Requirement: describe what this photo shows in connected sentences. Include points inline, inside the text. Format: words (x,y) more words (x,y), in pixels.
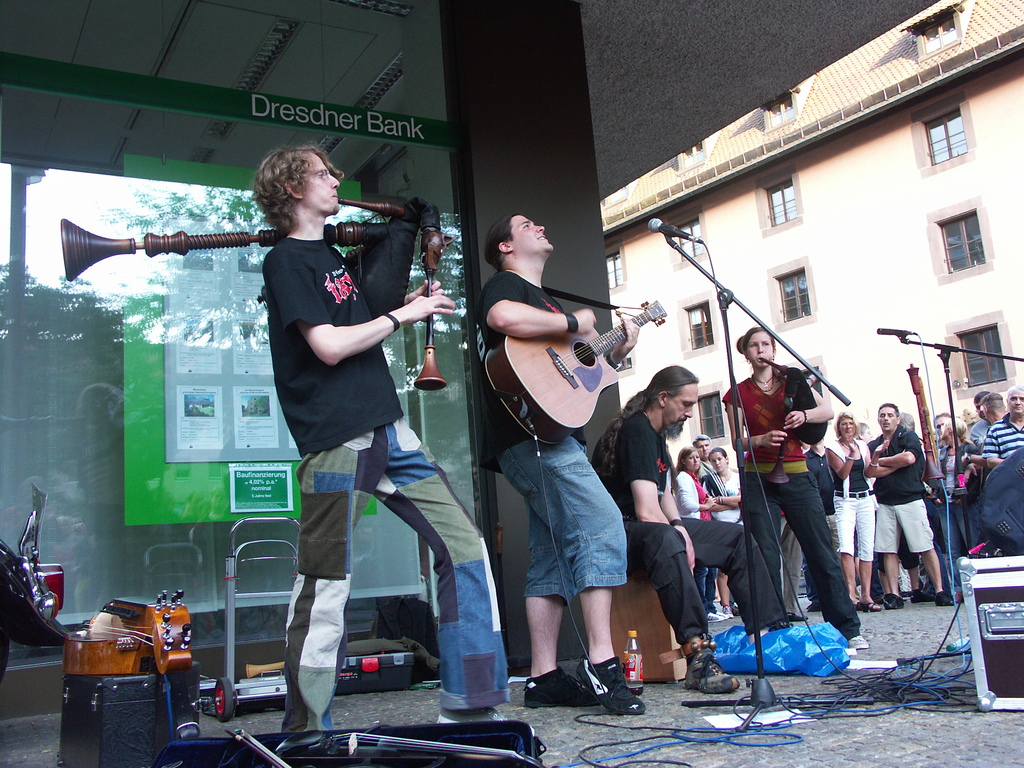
In the center of the image (362,385), few peoples (331,580) are playing a musical instrument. On right side (853,490), group of peoples (830,509) are standing and there is a building (846,237) in the background (842,291). On left side (159,564), we can see a glass window (127,419), banner (150,462), boards (240,483), rod (229,646).
